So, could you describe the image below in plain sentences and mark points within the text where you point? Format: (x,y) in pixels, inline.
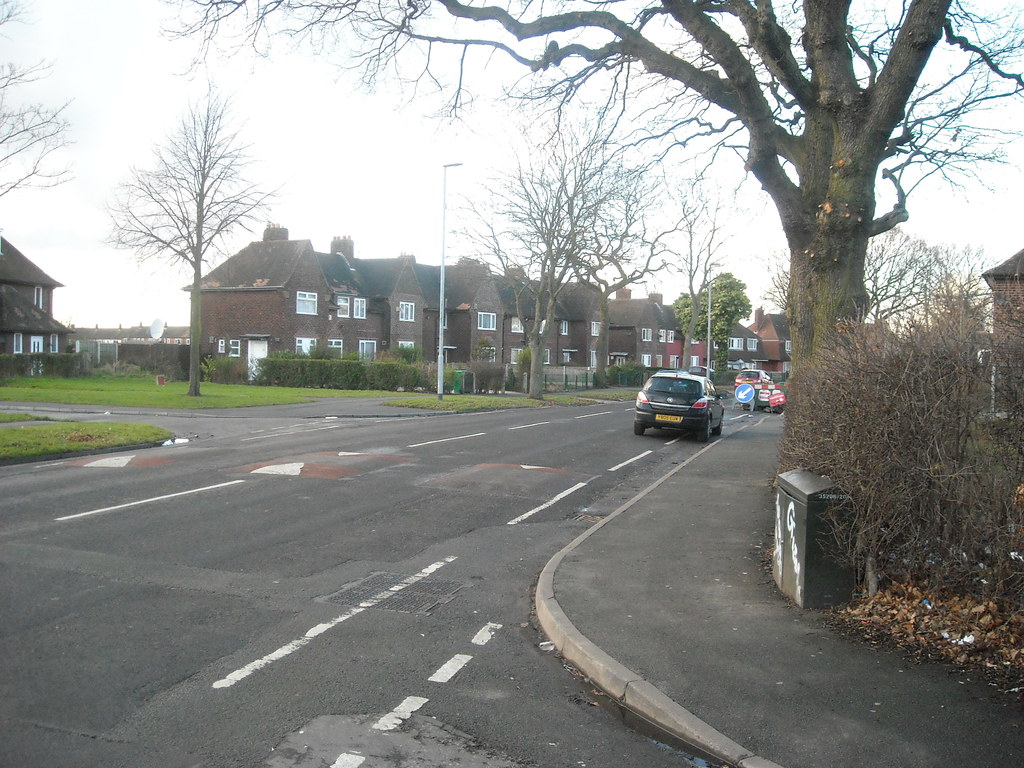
Vehicles (660,393) are on the road (729,388). These are sign boards (747,389). Houses (737,359) with windows (564,334). Here we can see plants (908,399) and trees (860,150).
